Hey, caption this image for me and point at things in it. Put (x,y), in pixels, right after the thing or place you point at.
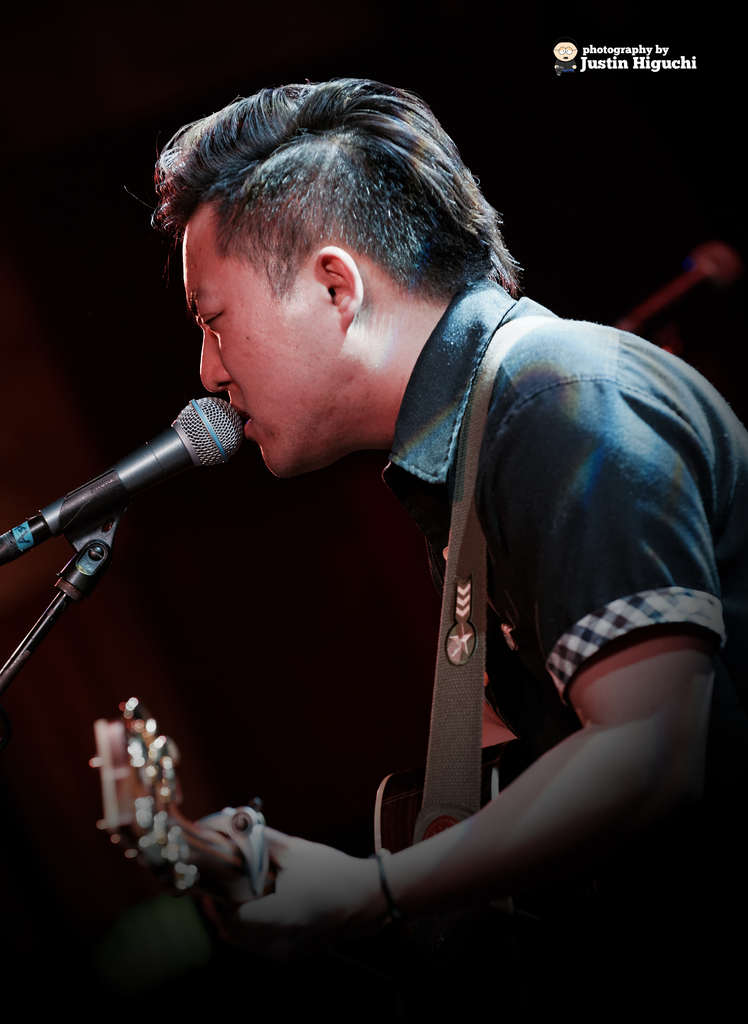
As we can see in the image there is a man (397,206) holding guitar (377,809) and singing on mic (183,440).
